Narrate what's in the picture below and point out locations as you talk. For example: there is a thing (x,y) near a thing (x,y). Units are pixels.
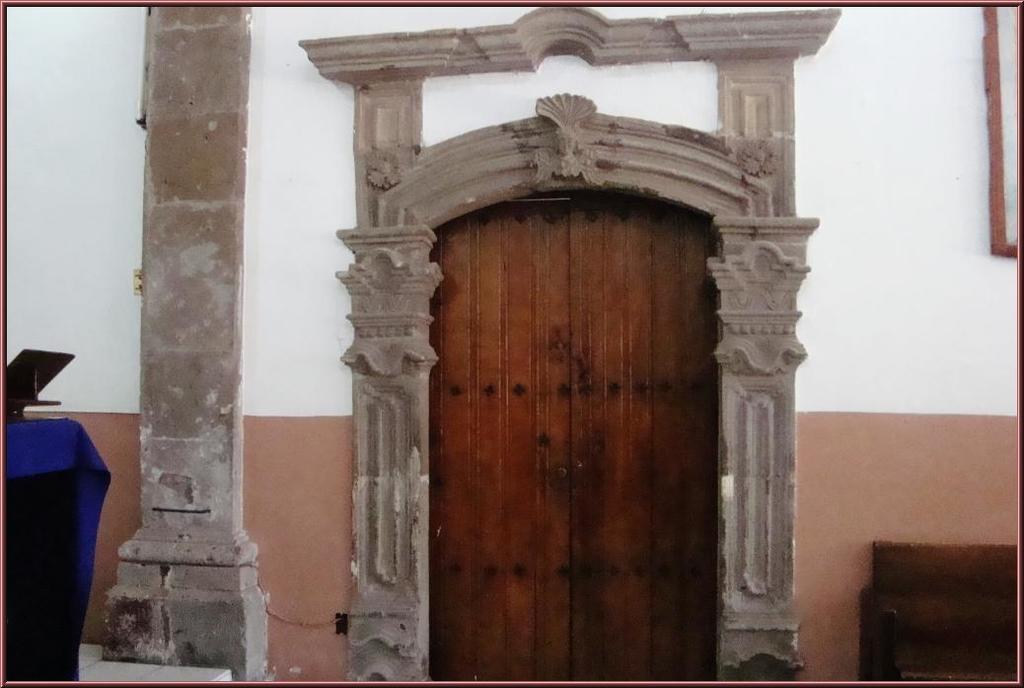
In this image I can see the brown color wooden door (557,441). I can see the wall (286,290) which is in white and brown color. To the left (14,379) I can see the black color object (23,409) on the blue color cloth (46,456).
